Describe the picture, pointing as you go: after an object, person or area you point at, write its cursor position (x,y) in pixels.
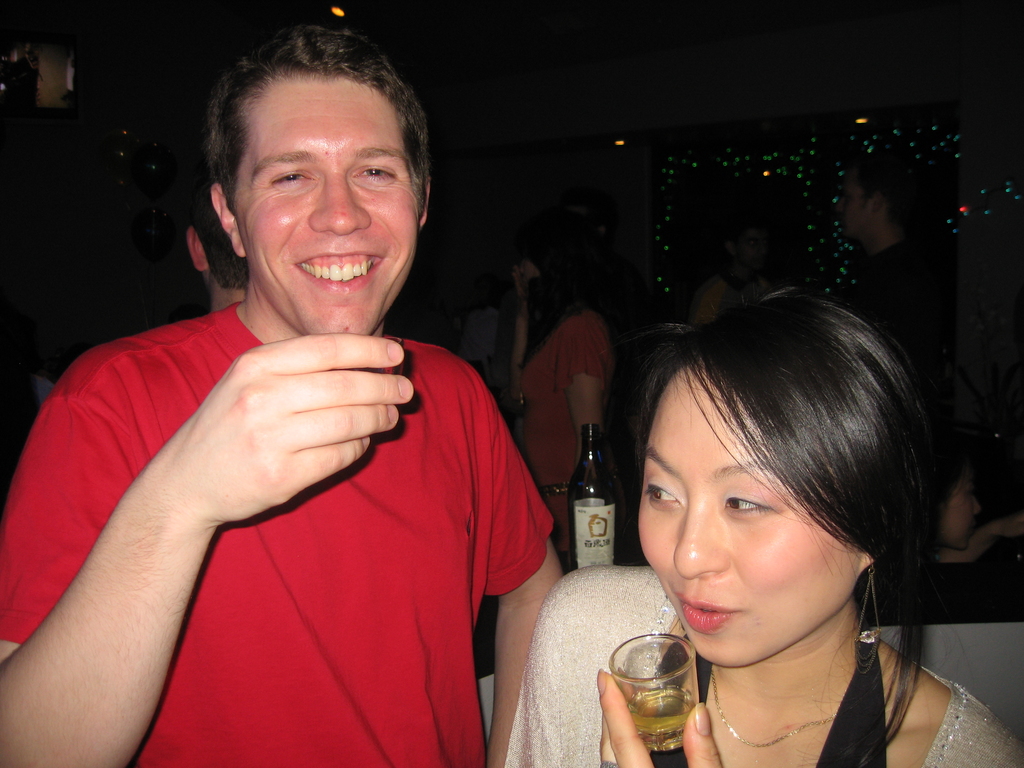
In this picture there is a man (428,540) and a woman (738,662) holding a glass (663,701). There is a bottle (590,488). There is a light (334,16) at the background (334,16) and there are some people (546,244).
